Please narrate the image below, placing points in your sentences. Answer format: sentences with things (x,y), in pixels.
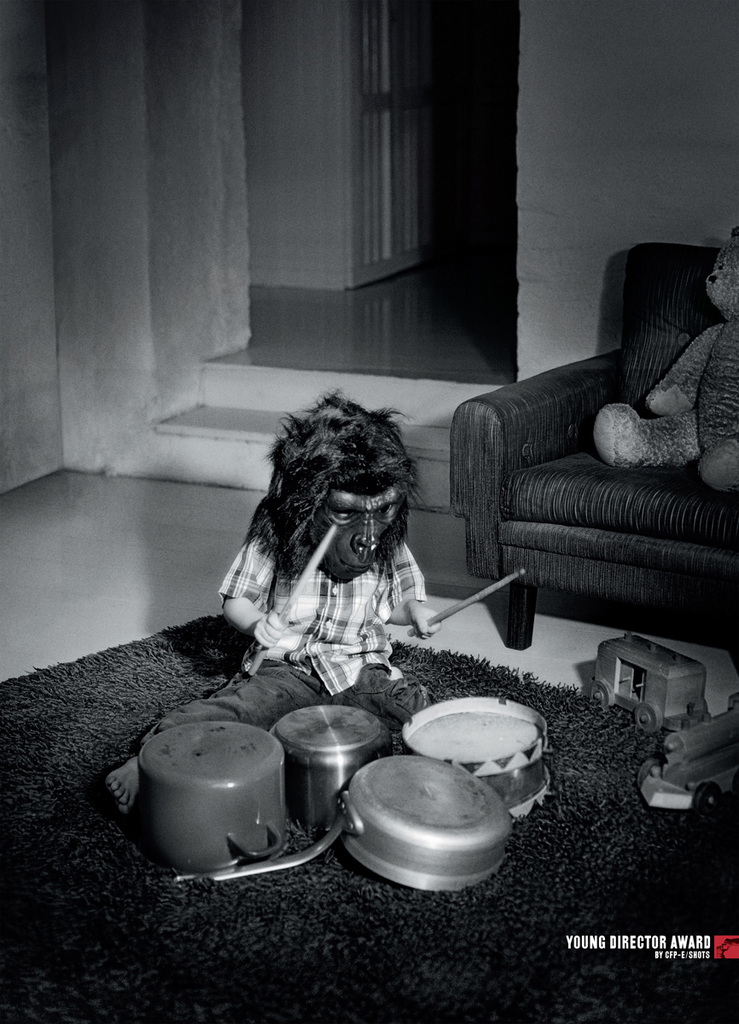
In this picture a child (350,525) is playing with kitchen utensils (344,742) which are placed on floor (579,910). In the background (405,140) there is a door (407,187) and a sofa (521,445) on which teddy bear (723,396) is placed.
